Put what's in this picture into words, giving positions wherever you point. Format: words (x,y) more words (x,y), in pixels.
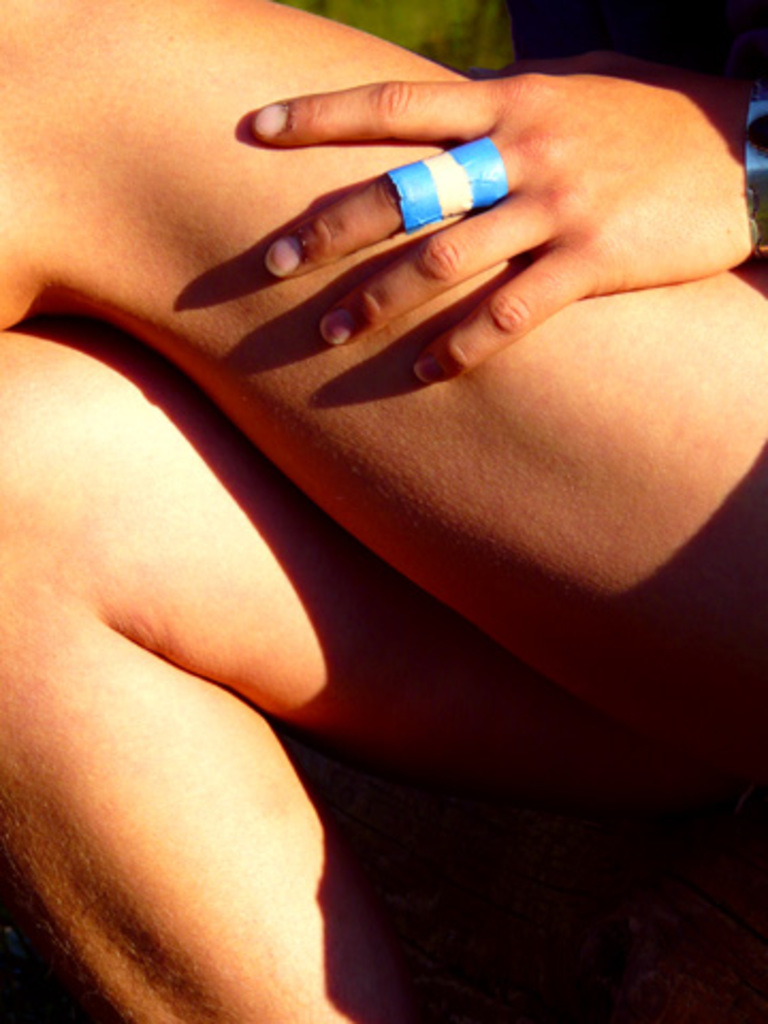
In this image I can see a person's legs (201,598) and hand (466,263). To the hand (467,242) I can see a blue color paper (432,180).
